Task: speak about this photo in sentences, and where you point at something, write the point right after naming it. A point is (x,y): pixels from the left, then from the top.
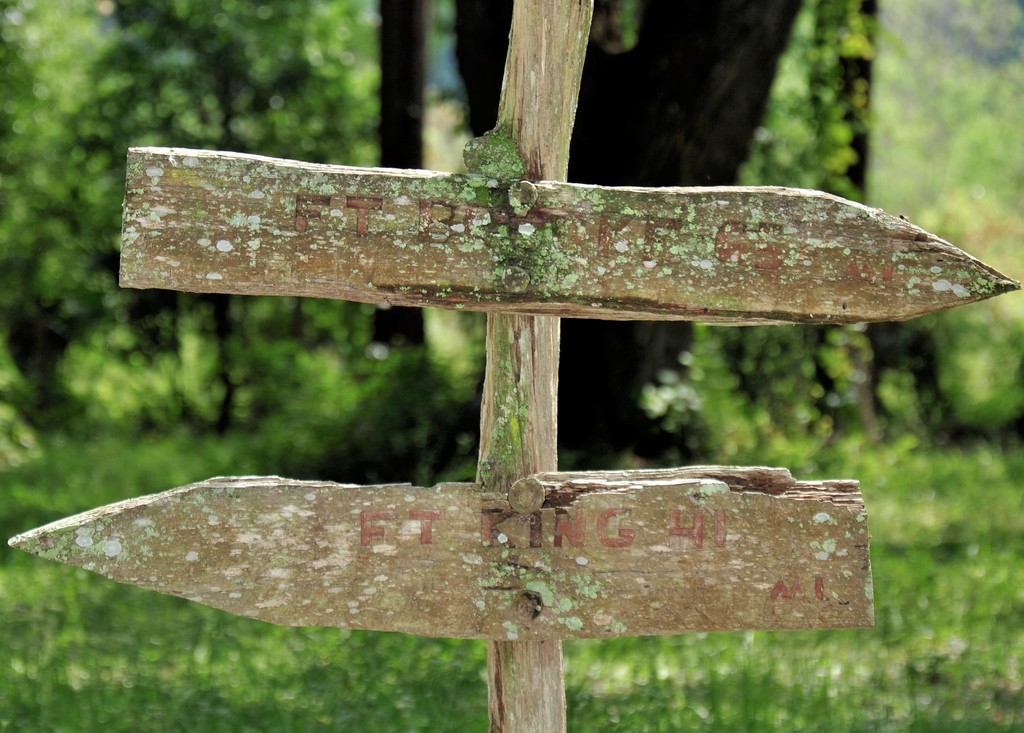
In the image we can see there is a wooden hoarding (502,286) and there are two arrows (469,581) kept on the wooden pole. The arrows (492,557) are in left (238,617) and right direction. Behind there are trees (173,146) and the image is blurred at the back (446,148).
